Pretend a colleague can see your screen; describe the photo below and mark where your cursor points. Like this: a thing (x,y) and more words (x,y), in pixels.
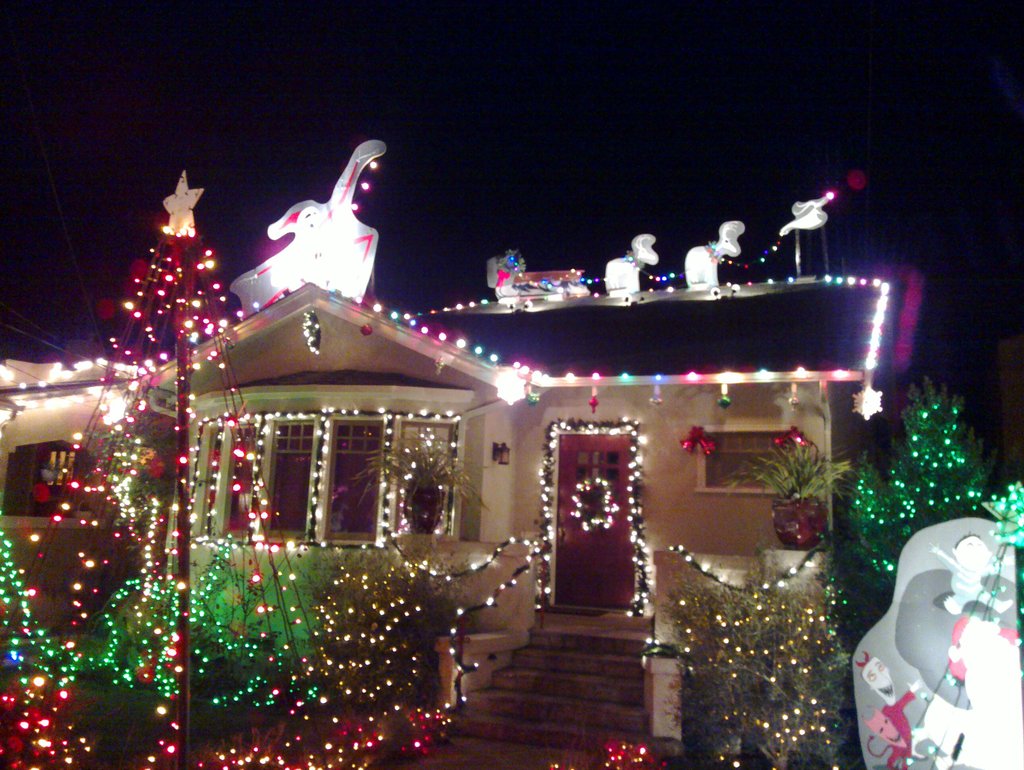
In the image there is a home (202,485) with windows (273,469) and doors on either side and decorated with colorful lights (241,764) all over it, this is clicked at night time.
